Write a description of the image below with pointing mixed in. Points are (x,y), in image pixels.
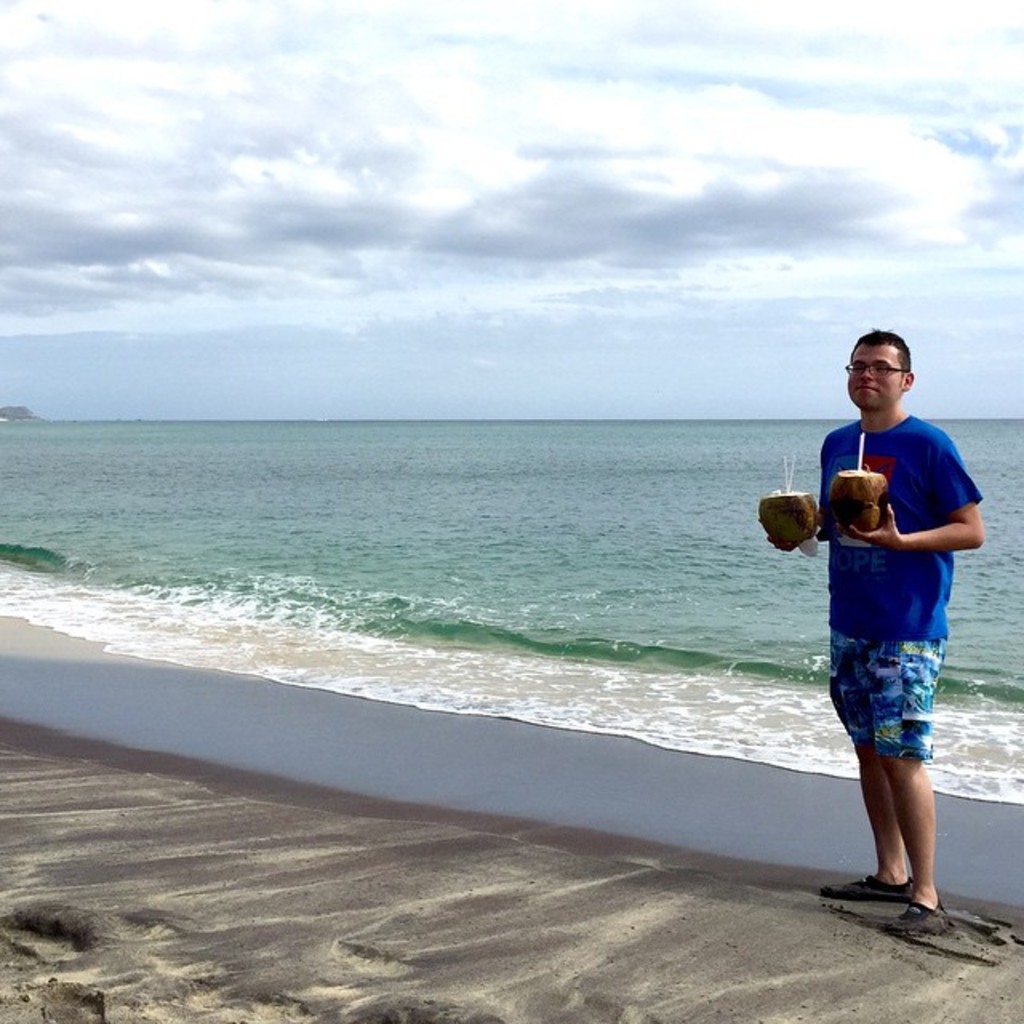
In this image we can see a person (938,598) wearing blue t shirt (900,618) and short (908,701) is holding two coconuts (842,480) in his hands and standing on the ground (855,920). In the background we can see the water (679,641) and cloudy sky (579,239).
